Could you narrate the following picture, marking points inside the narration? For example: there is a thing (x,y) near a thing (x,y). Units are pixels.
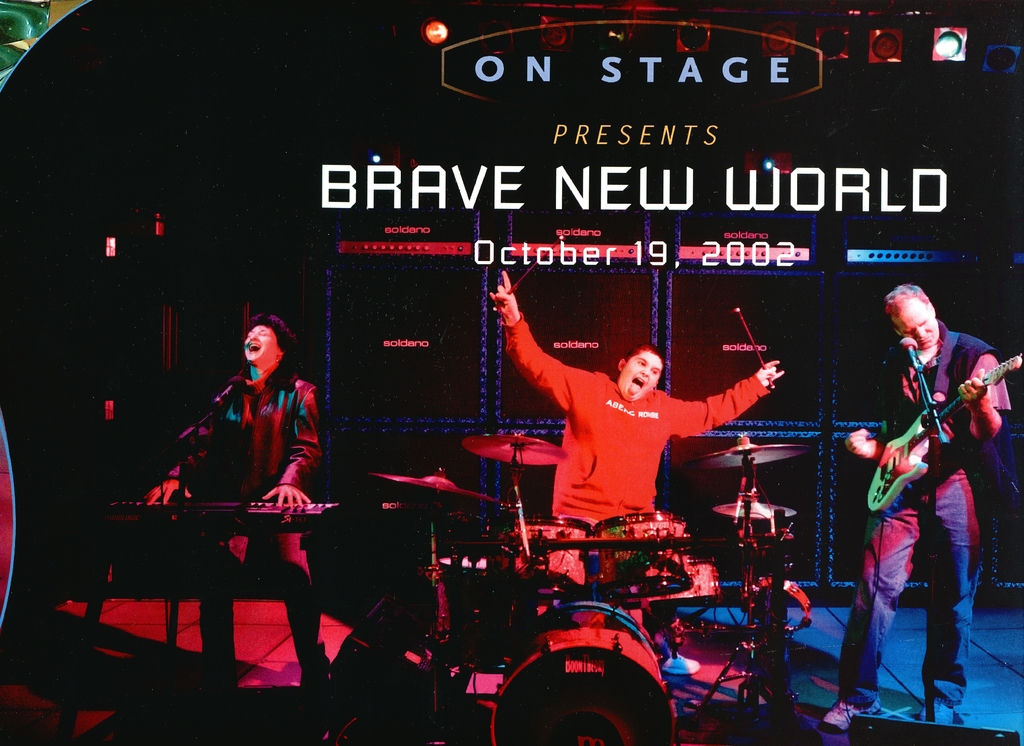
In this image I can see few people (912,296) are standing and here a man (984,428) is holding a guitar (877,505). I can also see a mic (924,379), a drum set (622,534) and a musical keyboard (315,508).
